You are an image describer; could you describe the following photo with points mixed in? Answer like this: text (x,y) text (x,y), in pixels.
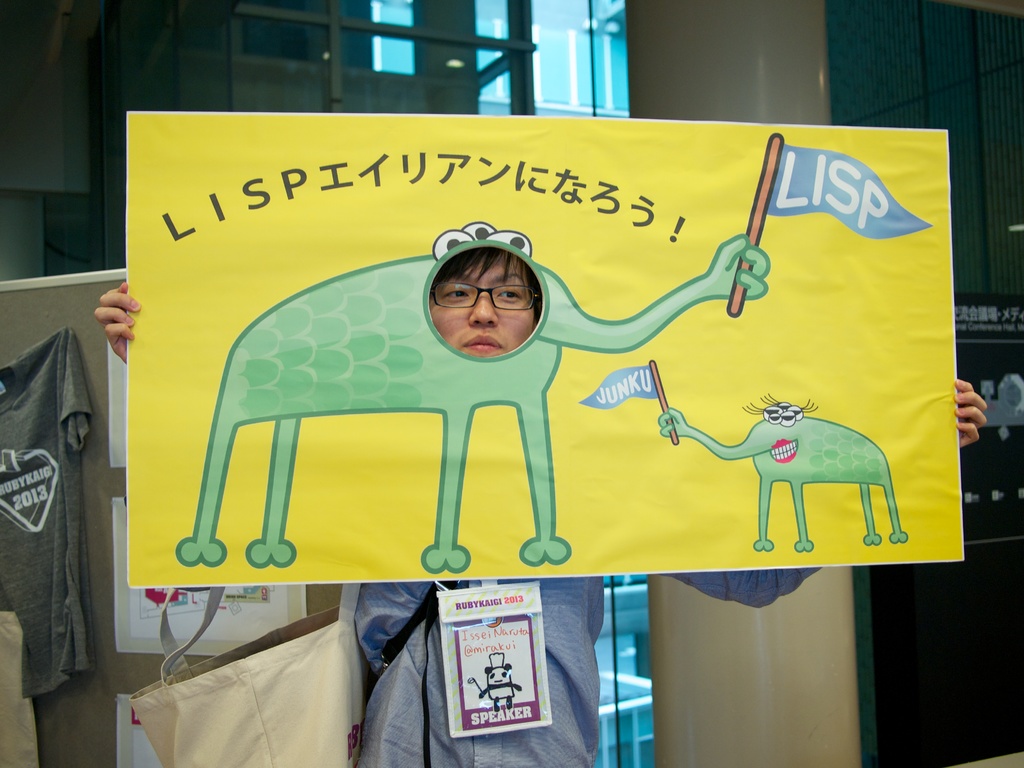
In the image there is a man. Who is holding a board (276,428) which is in yellow color on board (284,328) it is written as lisp and paintings (807,454) of two animals (758,441) and he is also carrying a bag (307,716). On left side (115,580) we can see a t shirt (37,396), pant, paintings (244,599) and background (726,38) we can see buildings (559,34), windows (278,62), pillar (716,46).
